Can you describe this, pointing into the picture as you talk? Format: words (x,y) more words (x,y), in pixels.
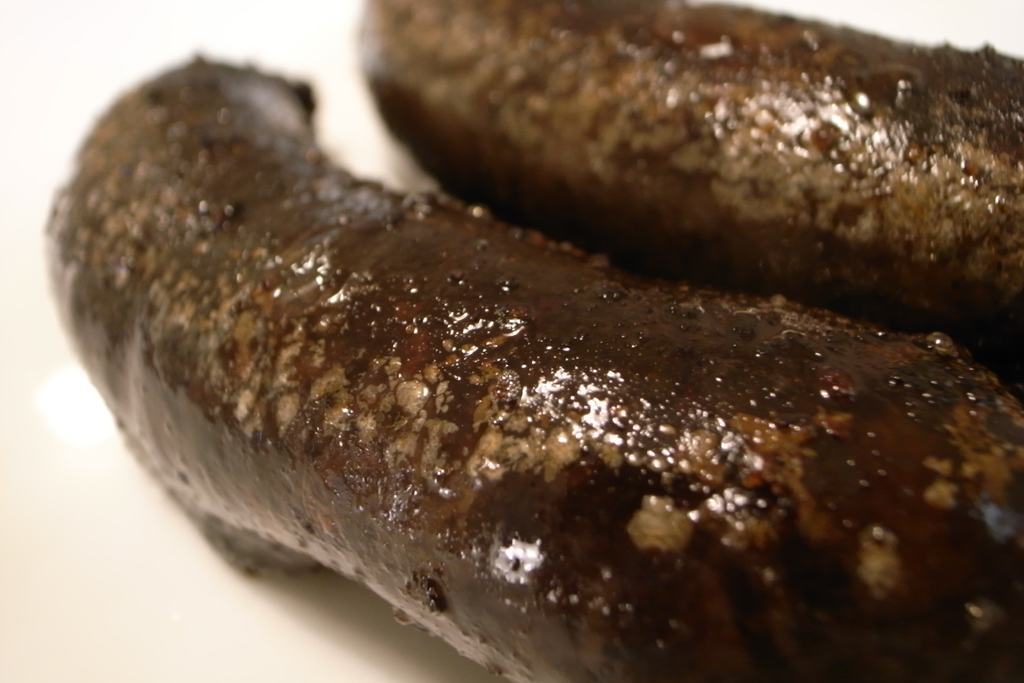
In this image I can see the white colored surface (79,603) and on the white colored surface (46,538) I can see two objects (431,547) which are brown and cream in color.
